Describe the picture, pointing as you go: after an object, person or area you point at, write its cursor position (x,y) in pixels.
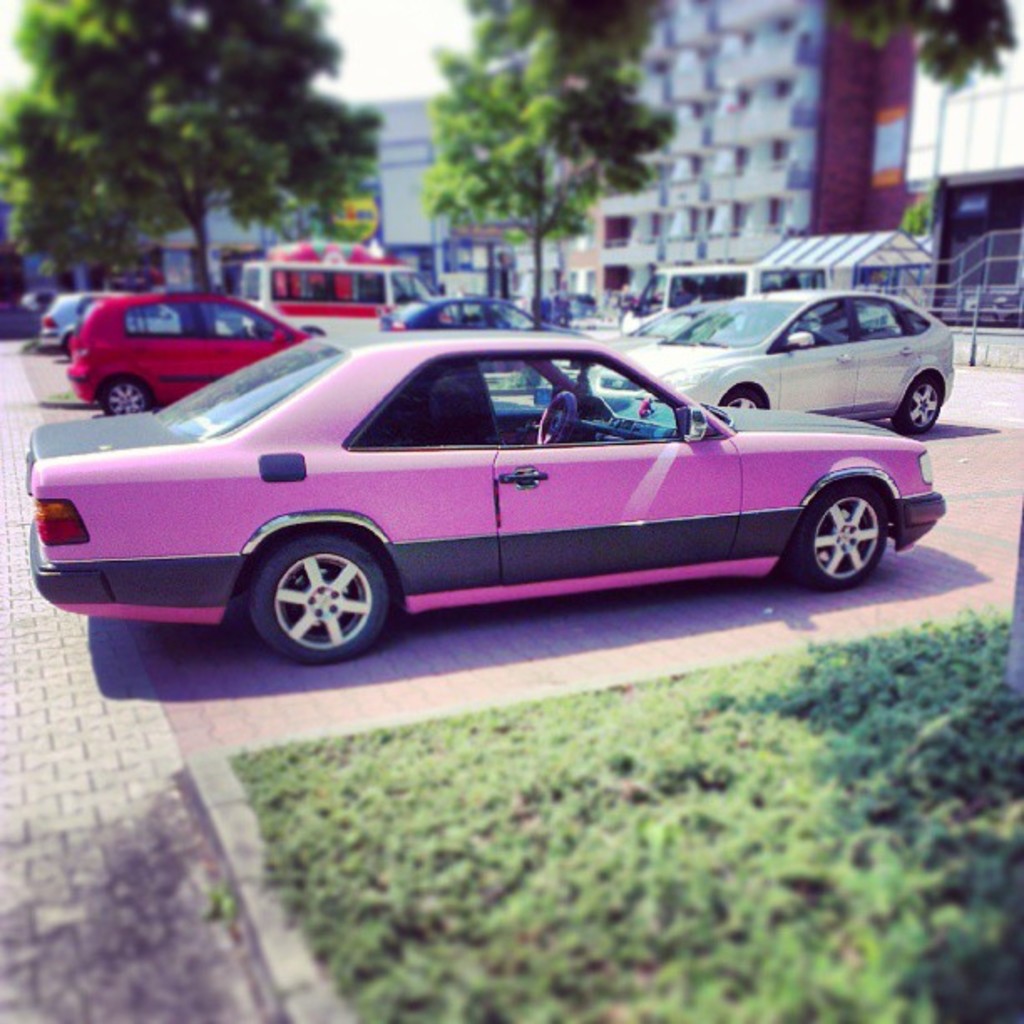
In the foreground (524,826) I can see grass (479,853), fence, fleets of cars (483,432) on the road (846,630), vehicles (750,380) and trees (616,94). In the background (570,250) I can see buildings (716,127), windows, metal rods (950,259) and the sky (370,2). This image is taken may be on the road (402,688).
